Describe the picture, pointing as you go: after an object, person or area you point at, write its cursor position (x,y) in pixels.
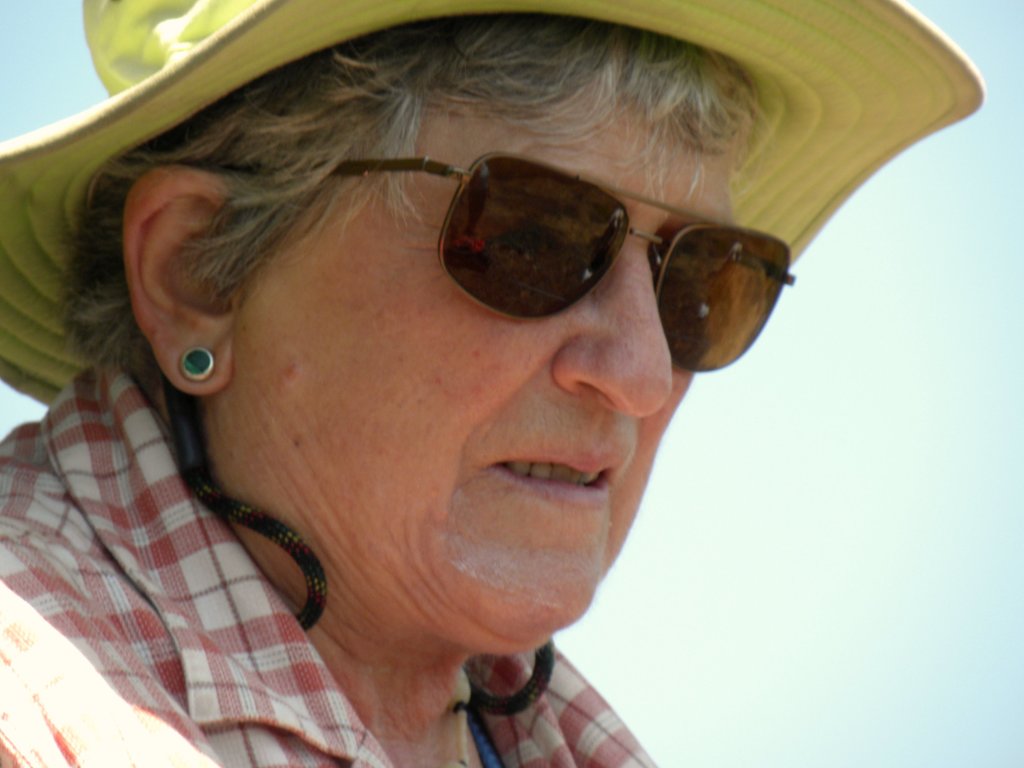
In this picture, we see a woman (122,571) is wearing the red and white check shirt (97,649). She is wearing the goggles (598,247) and a yellow hat (282,42). In the background (848,369), we see the sky (845,307).
